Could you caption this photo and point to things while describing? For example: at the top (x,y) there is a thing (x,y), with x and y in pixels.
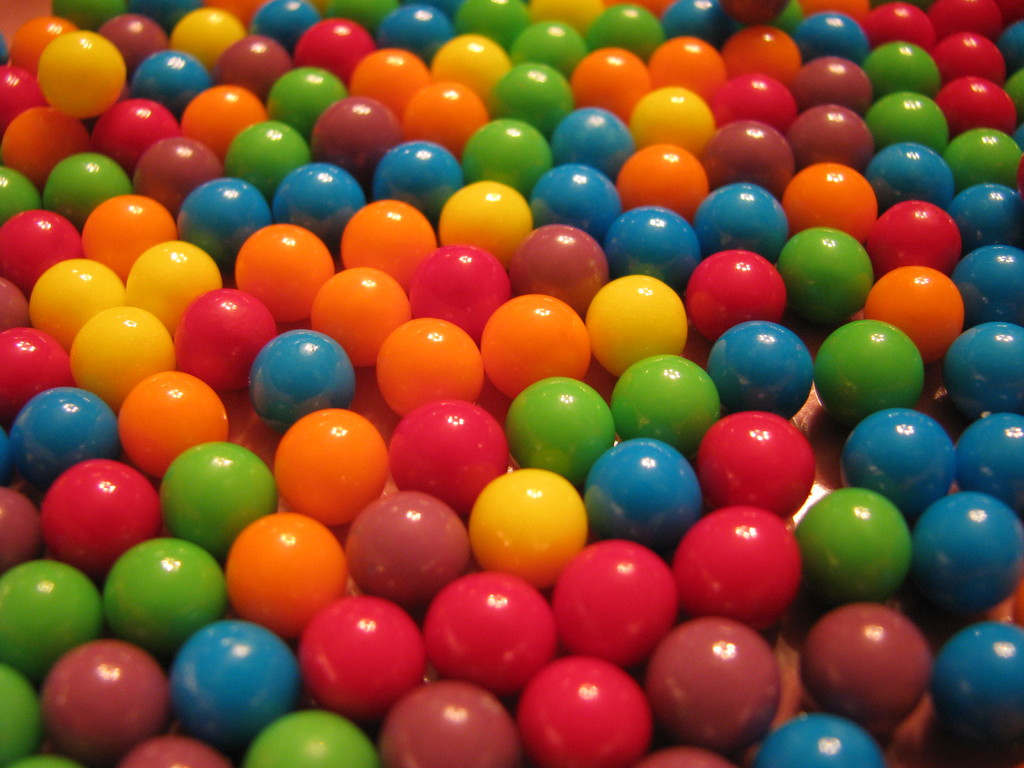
There are different color balls (486,297) on a surface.
